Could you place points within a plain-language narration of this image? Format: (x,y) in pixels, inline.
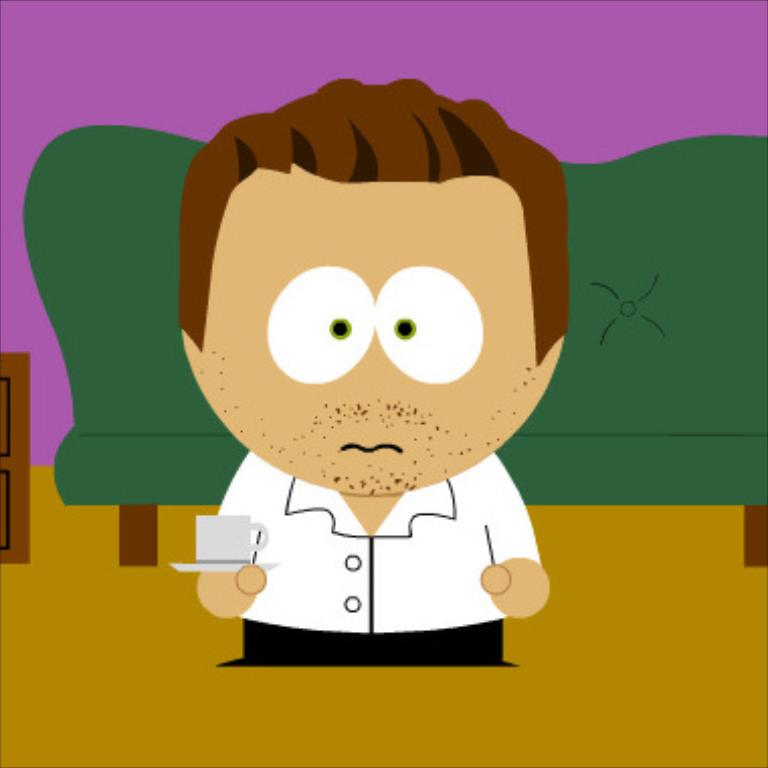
In this image there is a cartoon (374,372) of a person (329,507) holding a cup (219,527), behind him there is a sofa (117,399) and other object (17,424). In the background (224,73) there is a wall (533,47).
